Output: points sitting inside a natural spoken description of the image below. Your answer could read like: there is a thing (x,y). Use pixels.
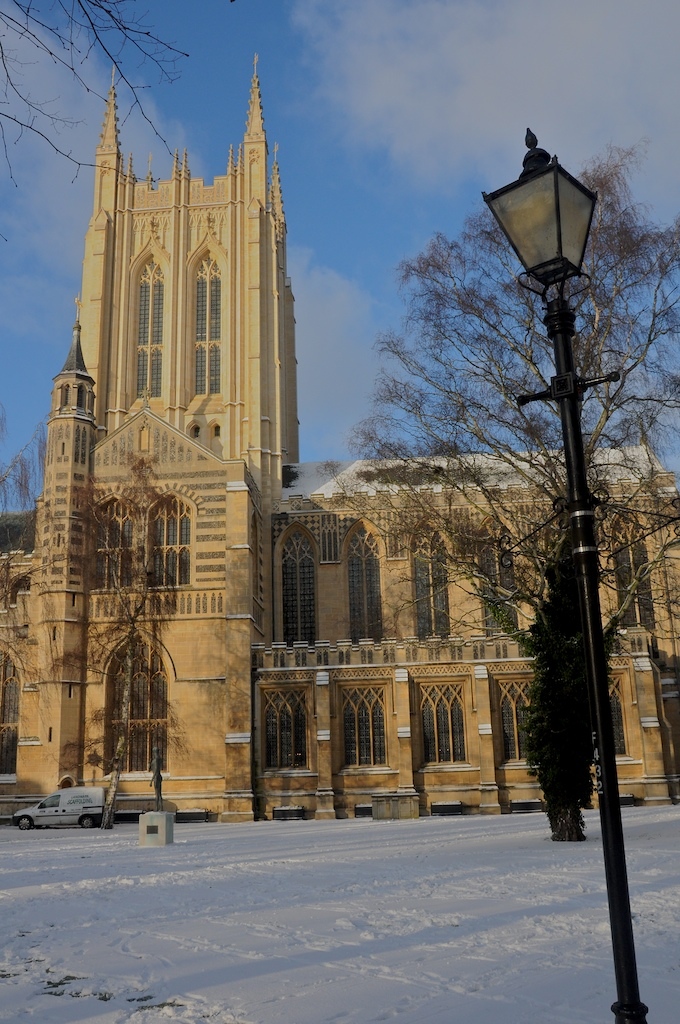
Here in this picture we can see a monumental building (253,515) with windows (458,719) present on the ground (317,823) and in the front of it we can see a van (77,804) present and we can see the ground (602,857) is fully covered with snow (135,972) and we can also see plants (564,781) and trees (489,586) present and we can see clouds (299,301) in the sky (365,258) and in the front (561,260) we can see a lamp post (582,251) present.
